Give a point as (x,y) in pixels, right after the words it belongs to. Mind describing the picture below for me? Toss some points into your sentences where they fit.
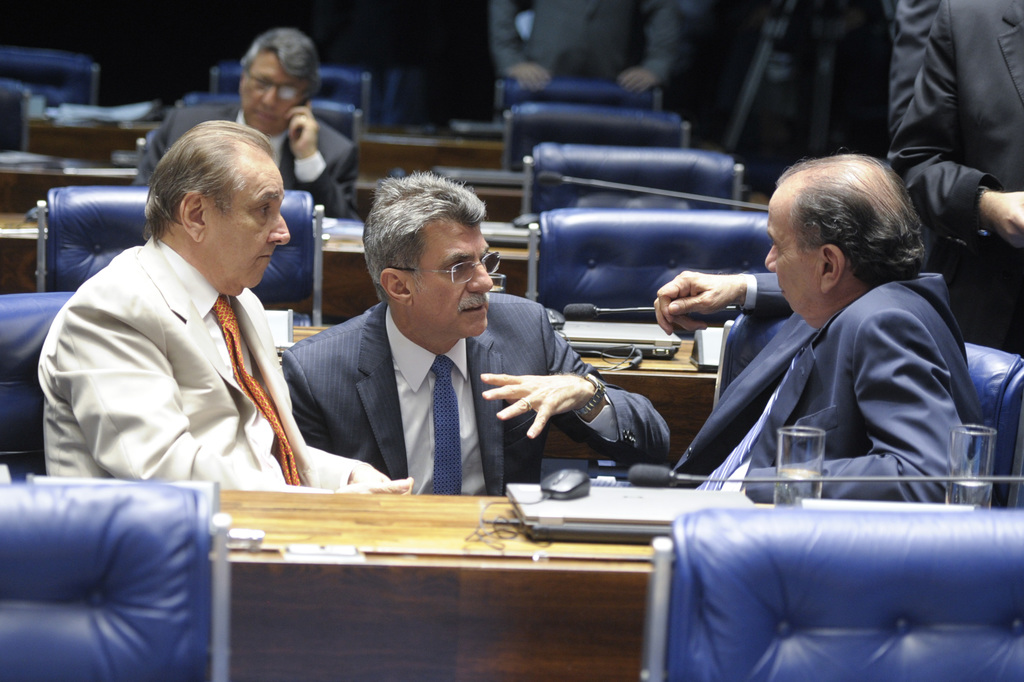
As we can see in the image there are few people (471,225) here and there, chairs (320,207) and tables (256,626). On tables (412,145) there are glasses (818,451), laptops (606,333) and mouse (573,484).
